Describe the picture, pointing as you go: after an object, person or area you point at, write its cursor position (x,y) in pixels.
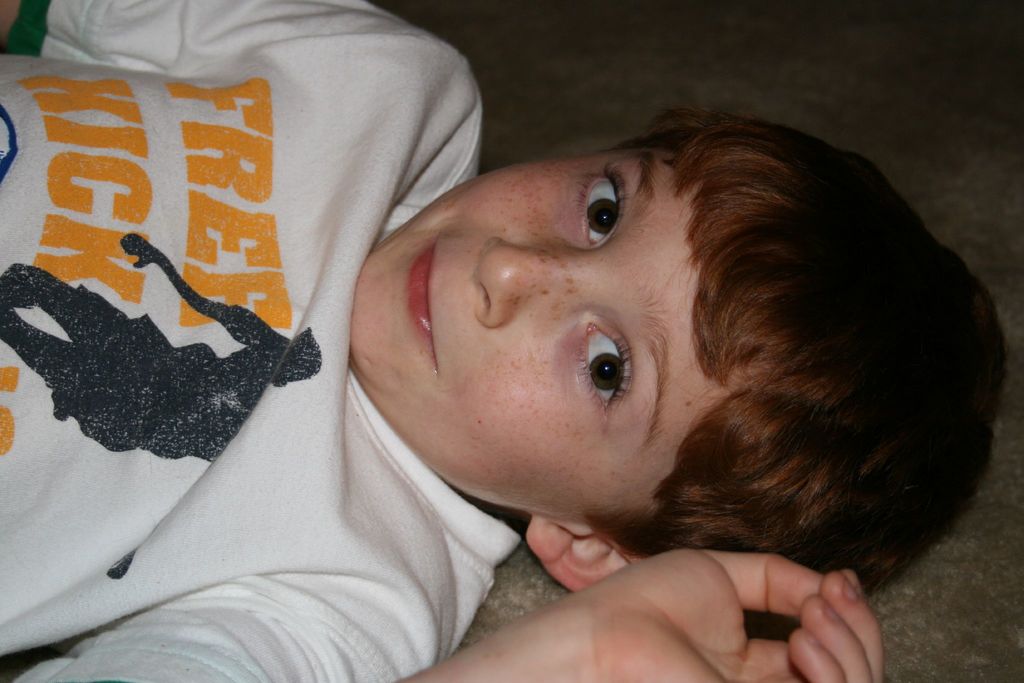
In this image I can see a person (287,247) wearing white dress (344,192) and background (500,25) is dark.
